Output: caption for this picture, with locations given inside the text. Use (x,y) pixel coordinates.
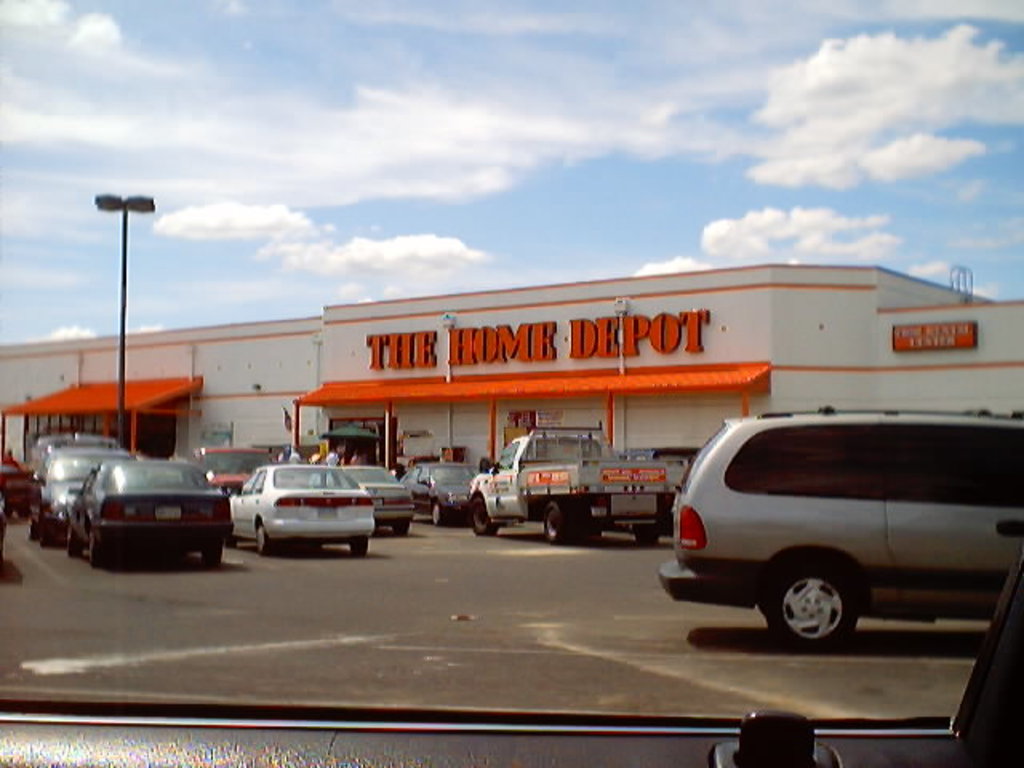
This image is taken in a car (147,720). In the middle of the image (561,424) there is a window (437,664) and through the window (403,591) we can see there are a few cars (412,492) parked on the road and there is a building (293,382) with walls (469,373) and a door (146,438). There is a board (487,339) with a text (644,331) on it. On the left side of the image (98,194) there is a pole (127,225) with a street light (122,196). At the top of the image (432,113) there is a sky (301,104) with clouds (655,142).
